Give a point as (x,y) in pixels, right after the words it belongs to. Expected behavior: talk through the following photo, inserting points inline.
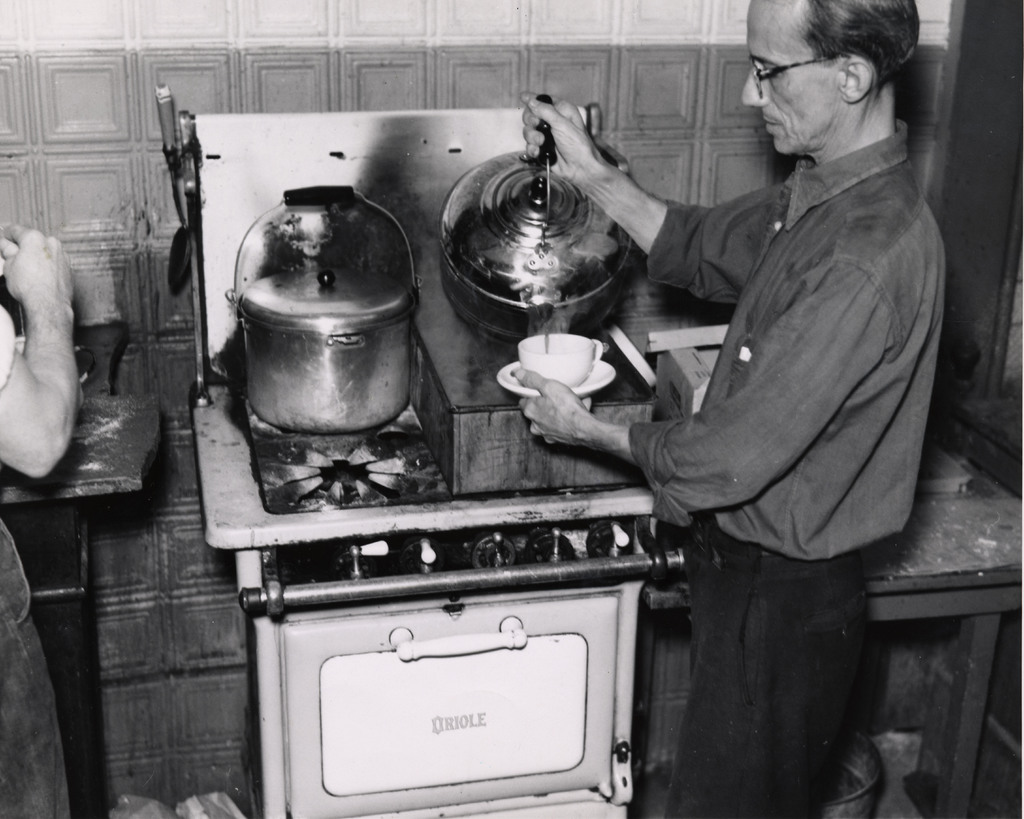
In this image we can see a teapot (248,356) on a stove (354,469). Behind the teapot (353,329) we can see a wall (64,129). At the bottom (289,739) we can see a white object (379,696). On the right side (789,318), we can see a table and a person (743,440) holding a saucer (597,387) and a teapot (506,214). On the left side (41,788) we can see a person (59,749).
